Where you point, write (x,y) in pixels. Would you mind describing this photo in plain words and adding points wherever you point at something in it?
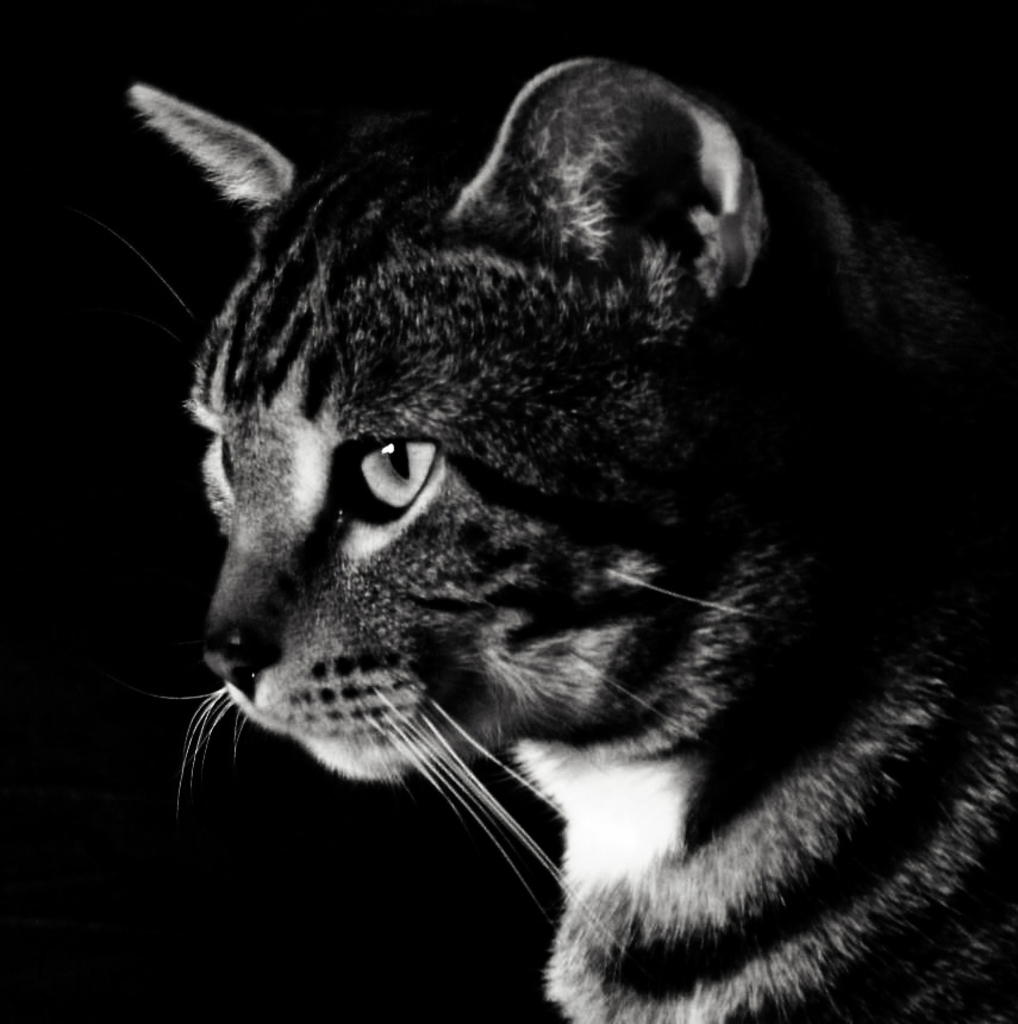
In this picture there is a cat (393,676). At the back (208,201) there is a black background (311,931).
